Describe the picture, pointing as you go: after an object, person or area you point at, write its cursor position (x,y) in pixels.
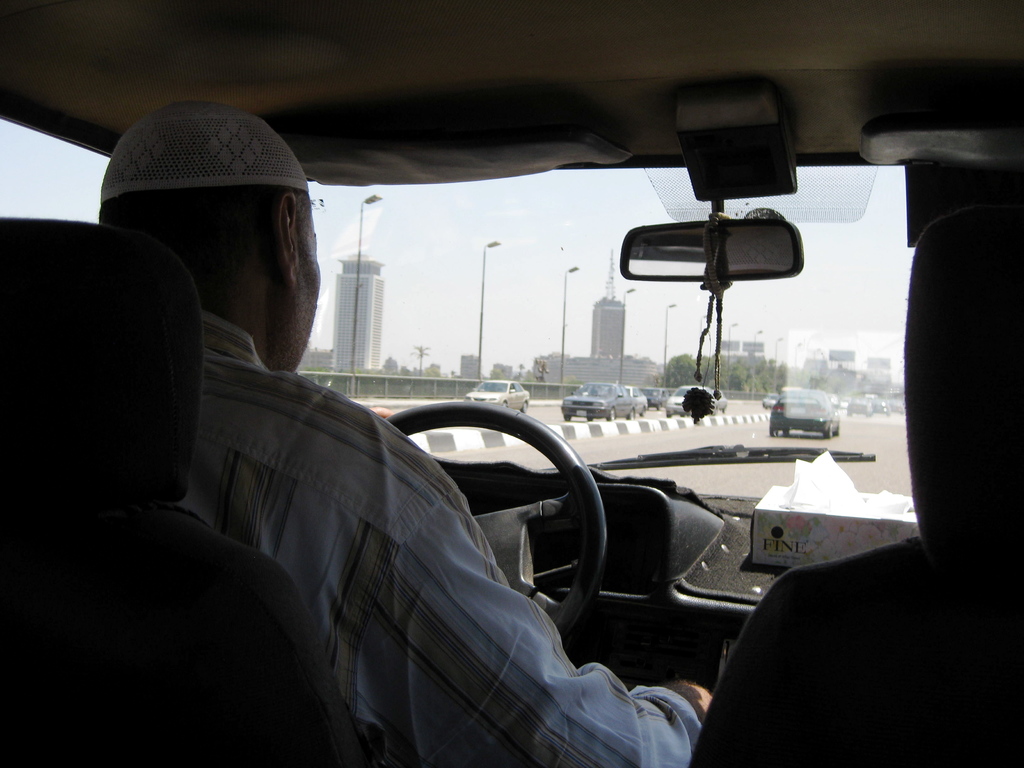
A man (251,286) in white shirt (437,563) can be seen driving a vehicle (750,613), where in front of him there are few other vehicles (795,409) on the road (855,417). On the left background (779,383) there are few trees (682,372) there are two skyscrapers (611,318) one on the right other on the left (341,284) and the sky (439,248) is slightly cloudy. In the vehicle (859,566) there are tissues (825,504).
